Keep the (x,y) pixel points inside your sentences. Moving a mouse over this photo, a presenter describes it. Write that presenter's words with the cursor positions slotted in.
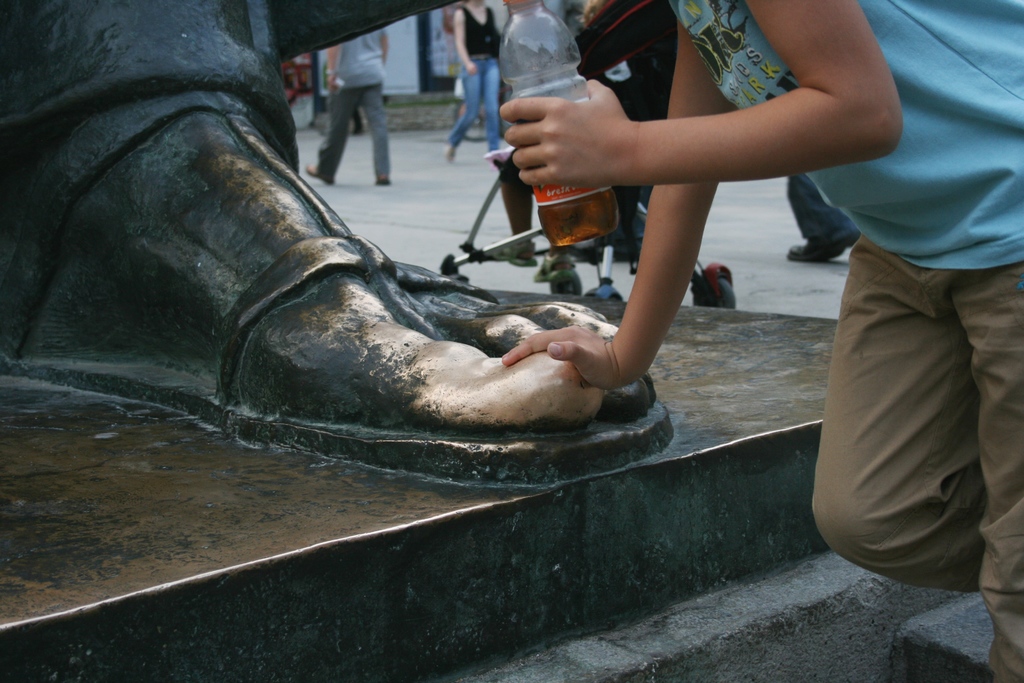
In this image I can see a sculpture (393,405) and a group of people (845,435) on the road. This image is taken may be during a day on the road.
